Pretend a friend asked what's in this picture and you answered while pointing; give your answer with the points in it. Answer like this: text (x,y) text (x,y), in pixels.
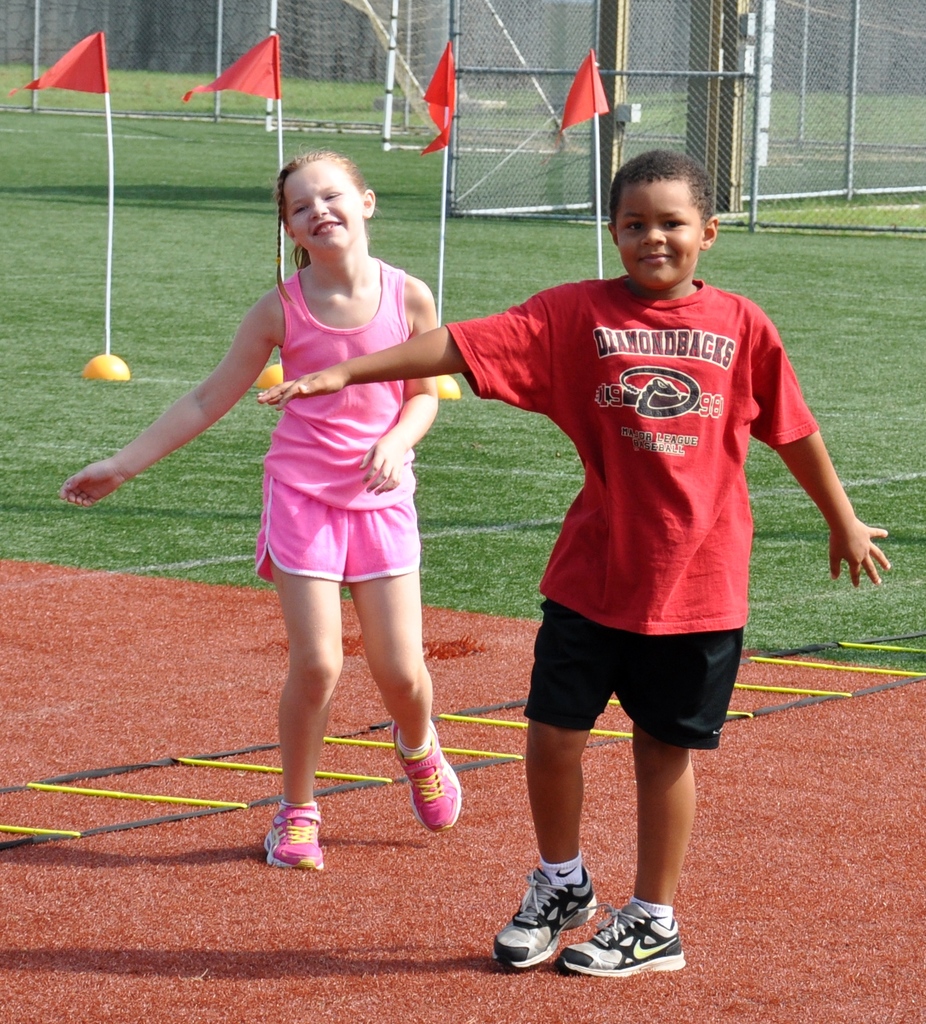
In the center of the image (395,398) we can see a girl (362,350) and a boy (705,548) are there. At the top of the image (202,35) we can see some meshes (566,90), flags (588,93), poles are there. At the bottom of the image (218,895) ground (236,908) is there.
